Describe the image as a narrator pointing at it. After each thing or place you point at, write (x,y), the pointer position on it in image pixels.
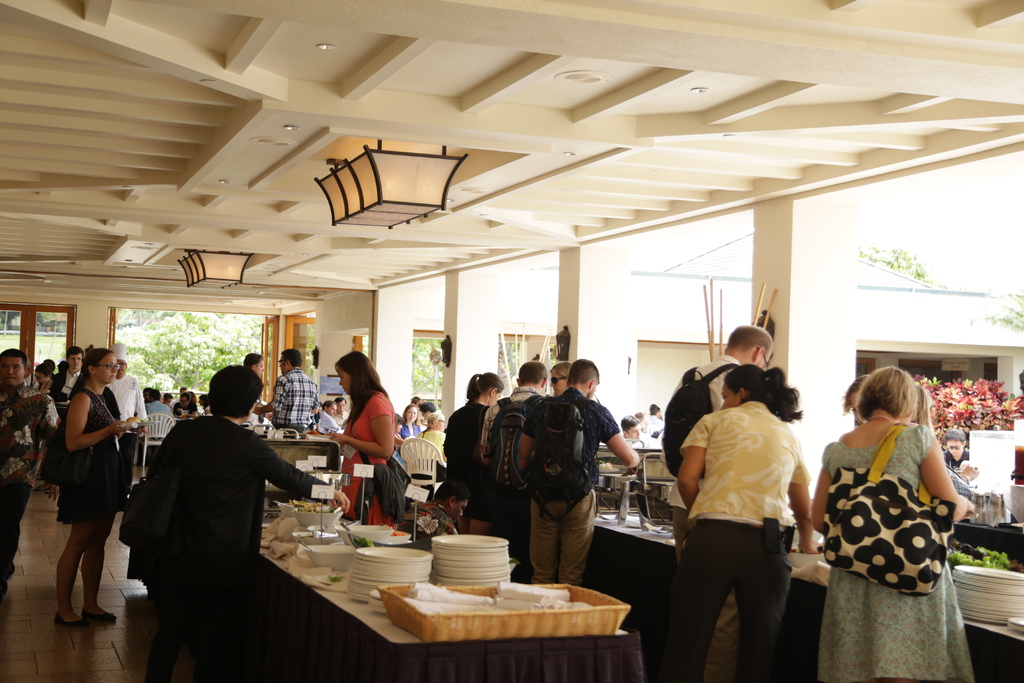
In this picture it looks like a restaurant (309,256), there are lot of plates (358,564), bowls (351,547), tissues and much more food (364,541), overall it is a buffet (647,518) people (730,539) are serving food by themselves there are lot of people (469,506) some of them are sitting some of them are standing, in the background (141,345) there are windows (50,322), doors (297,335) and also trees (192,348).
